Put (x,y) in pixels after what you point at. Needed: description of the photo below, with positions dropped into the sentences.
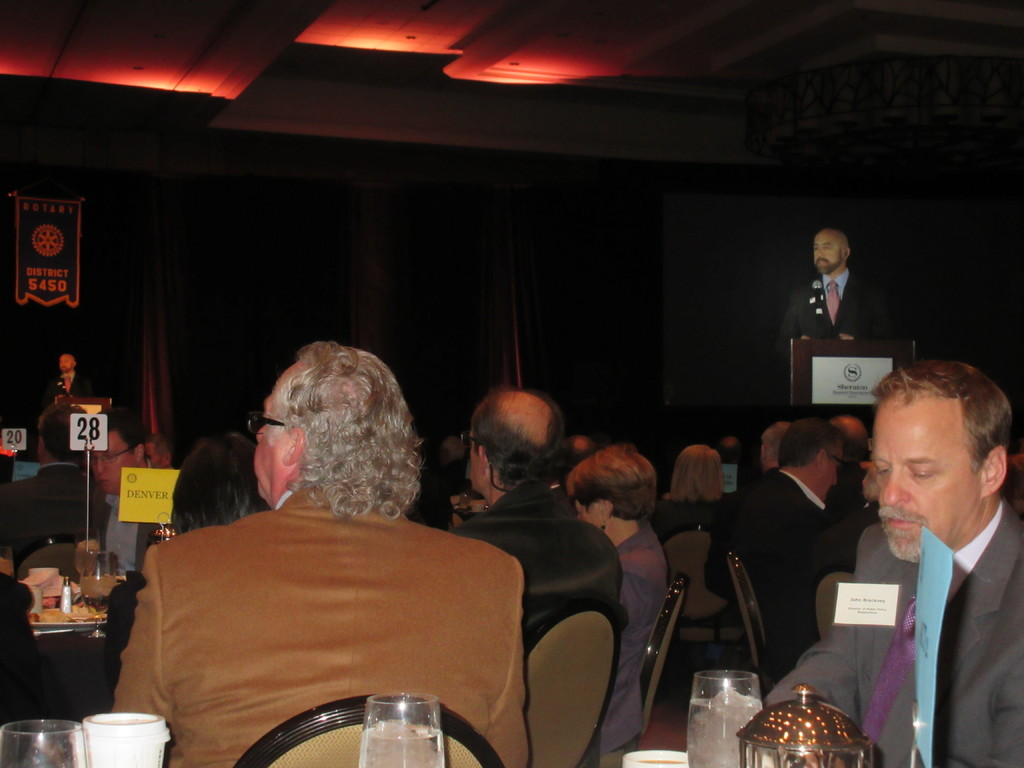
There are people (209,497) sitting around the tables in the foreground area of the image (376,483), there are glasses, food items (63,614) and other objects (65,597) on the tables (74,630). There is a person (822,314) standing in front of the desk (818,352) in the background (843,312) and lamps (189,85) at the top side (330,25).
